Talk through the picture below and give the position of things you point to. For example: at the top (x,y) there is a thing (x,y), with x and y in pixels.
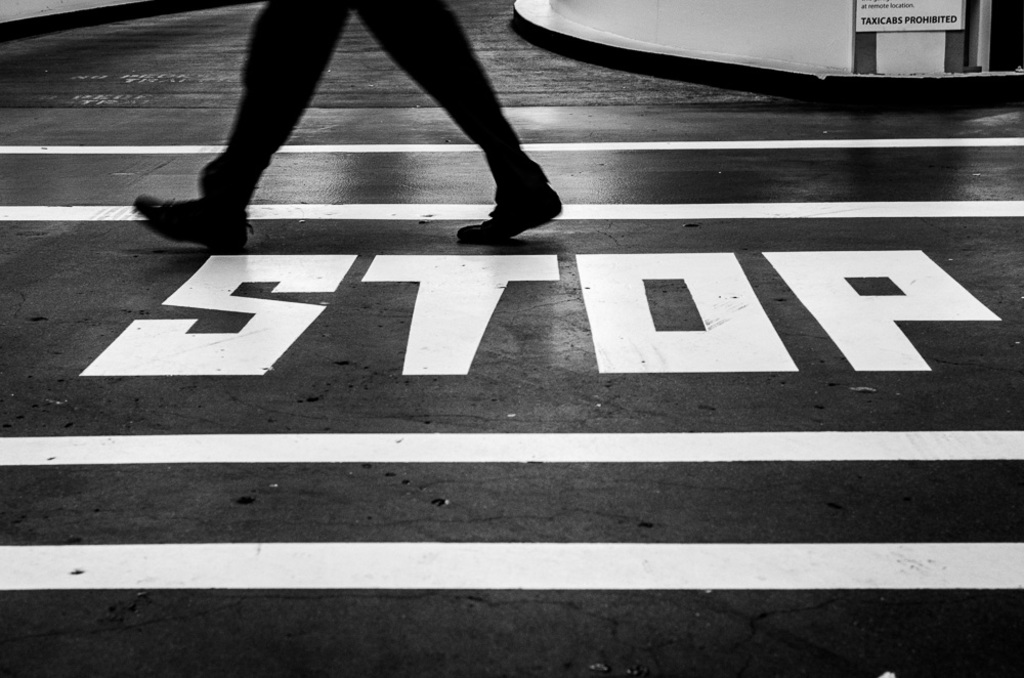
This is a black and white image we can see there is a person (500,171) walking on the road (495,510). There is a text board (916,11) in the top right corner of this image (905,28).
